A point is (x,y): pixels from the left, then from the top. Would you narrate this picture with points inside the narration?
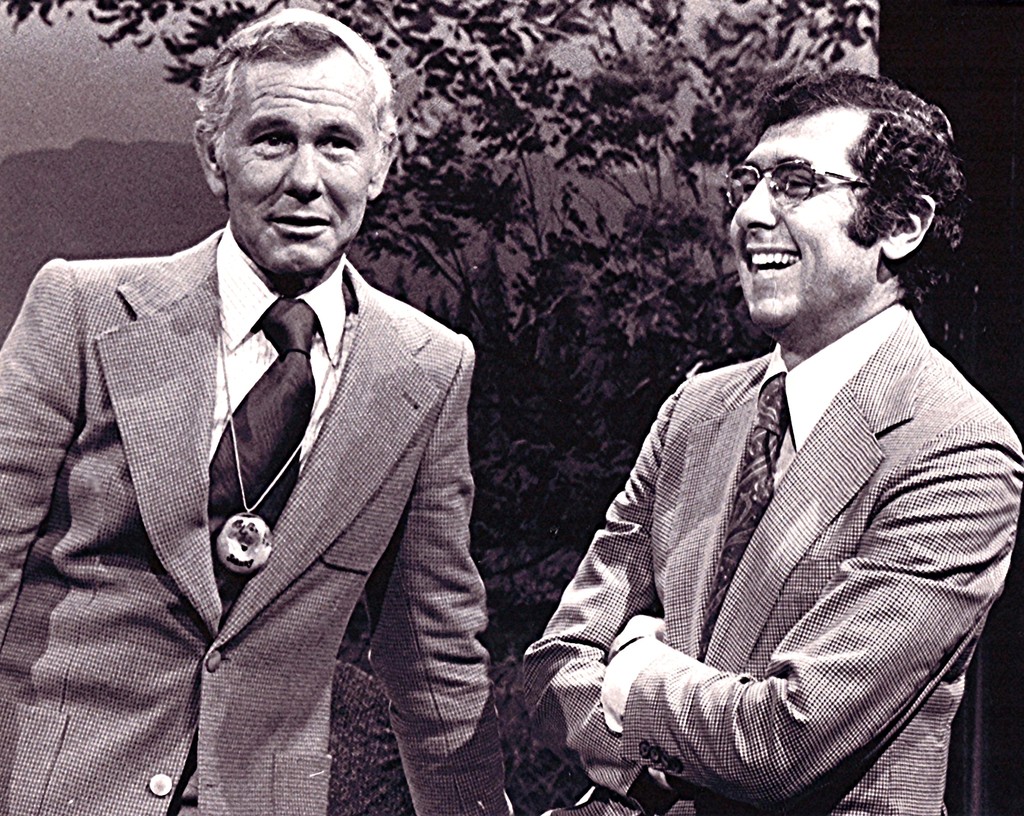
This is a black and white image. In this image we can see two persons (459,404). Person (670,550) on the right side (822,348) is wearing specs (801,168). In the background (605,179) there are trees (542,372).
